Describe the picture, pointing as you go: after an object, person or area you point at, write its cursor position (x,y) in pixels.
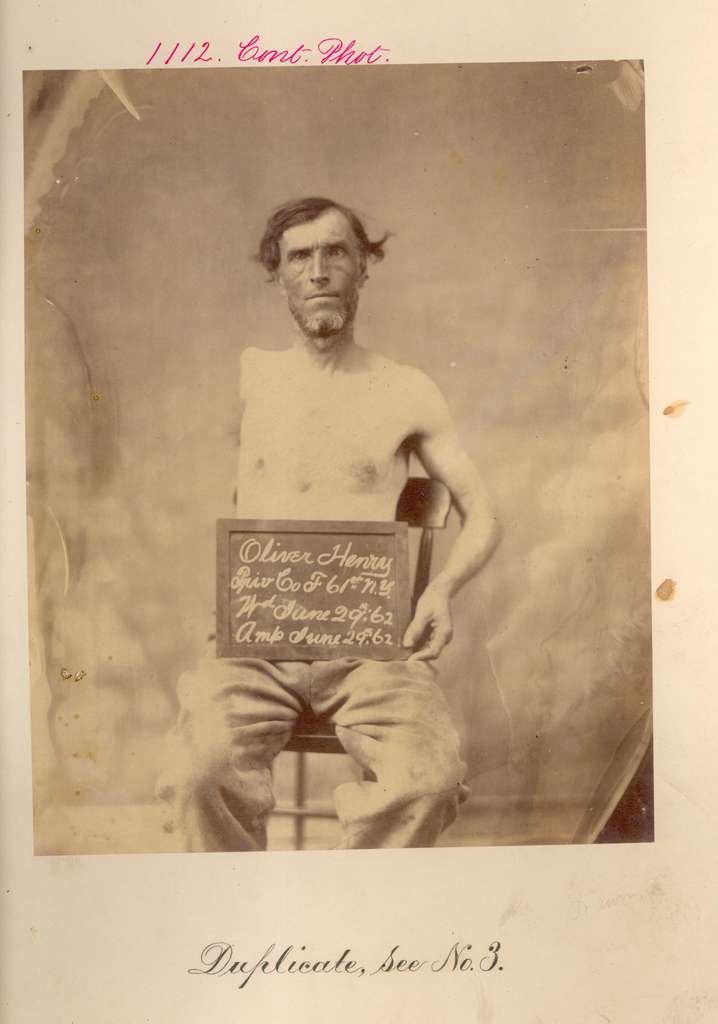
In this picture I can see there is a man (412,760) sitting on the chair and he is holding a board (294,587), he is having only one hand (439,477) and the backdrop (381,193) there is a wall (145,398) and there is something written at the top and bottom of the image (276,946).
